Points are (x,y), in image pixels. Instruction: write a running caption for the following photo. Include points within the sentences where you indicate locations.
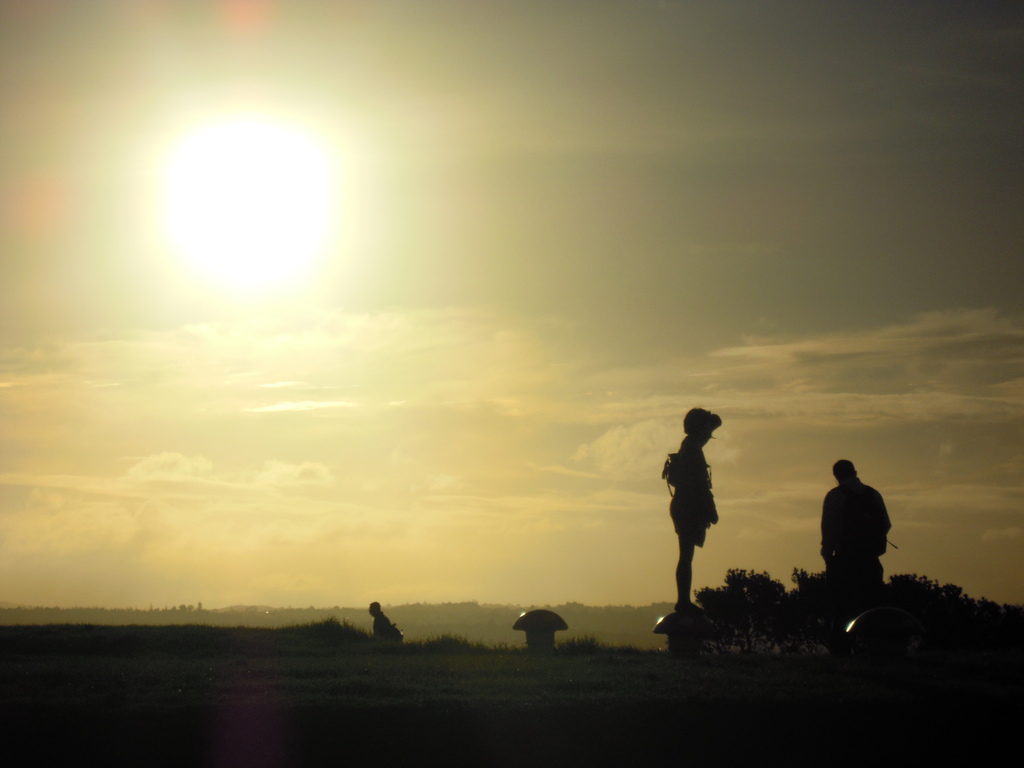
This image is clicked outside. In this image we can see three persons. At the bottom (400,724), there is a ground (433,687). In the background (413,364), there are clouds (353,420) in the sky (356,371) along with the sun (310,159).
